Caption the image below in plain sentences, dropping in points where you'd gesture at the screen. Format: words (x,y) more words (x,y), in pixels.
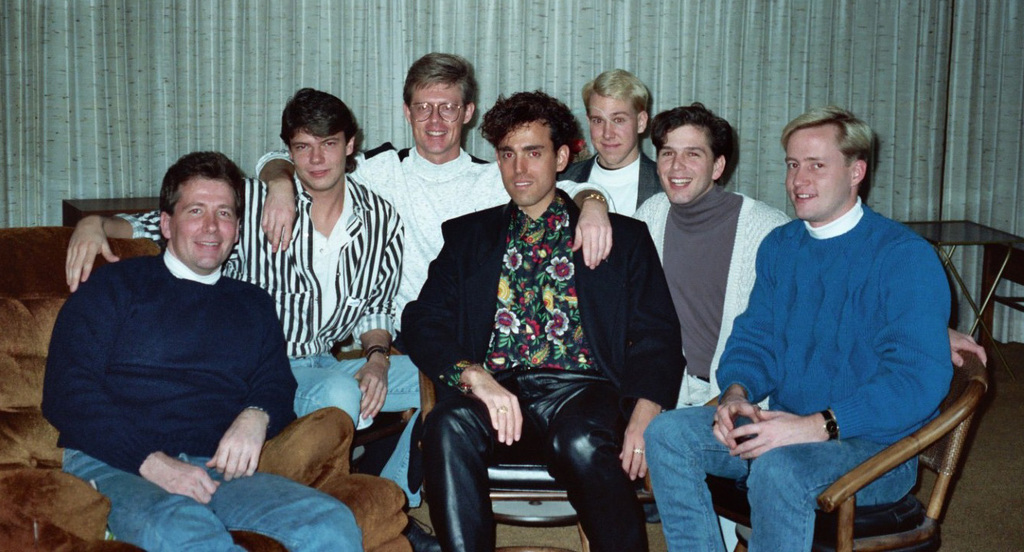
On the background of the picture (613,44) we can see a curtain (494,61) which is in white in colour with black dots (231,62). Here we can see all men (466,176) sitting and giving a smile to the camera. Behind to them there is a table (975,241). This is a floor (990,480).
